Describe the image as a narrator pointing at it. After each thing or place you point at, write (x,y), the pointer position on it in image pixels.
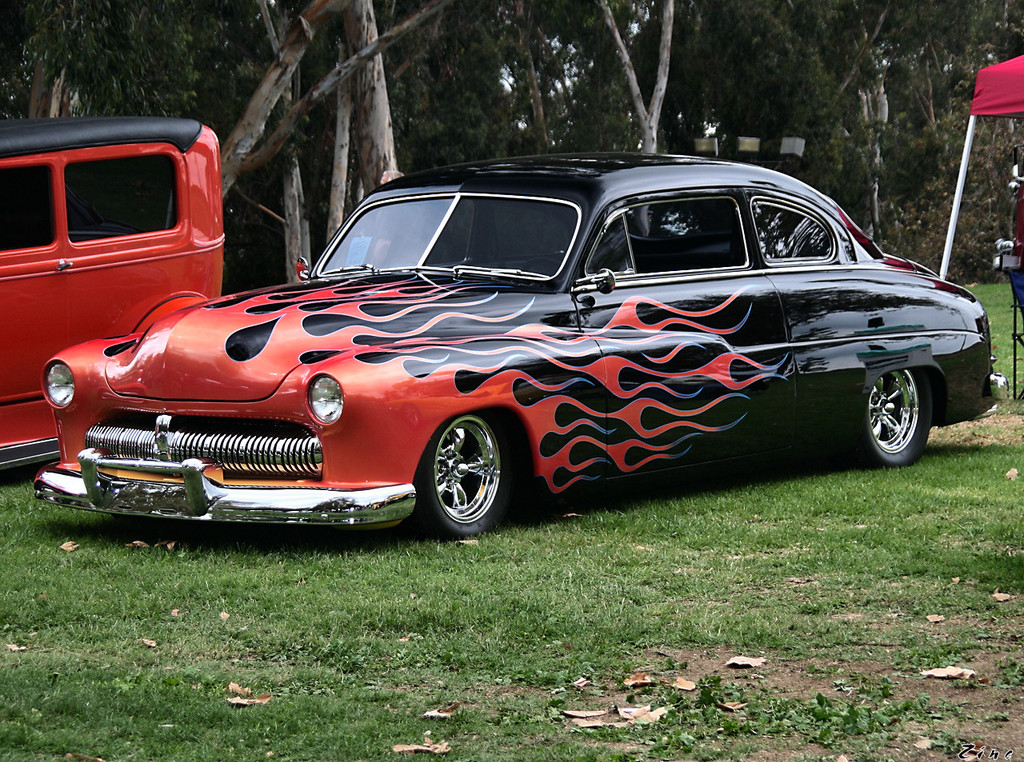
In this picture there is a sports car (624,398) in the center of the image (544,377) and there is a van (156,186) on the left side of the image (172,171), there is a tent (999,105) on the right side of the image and there are trees (363,77) in the background area of the image (205,22).
